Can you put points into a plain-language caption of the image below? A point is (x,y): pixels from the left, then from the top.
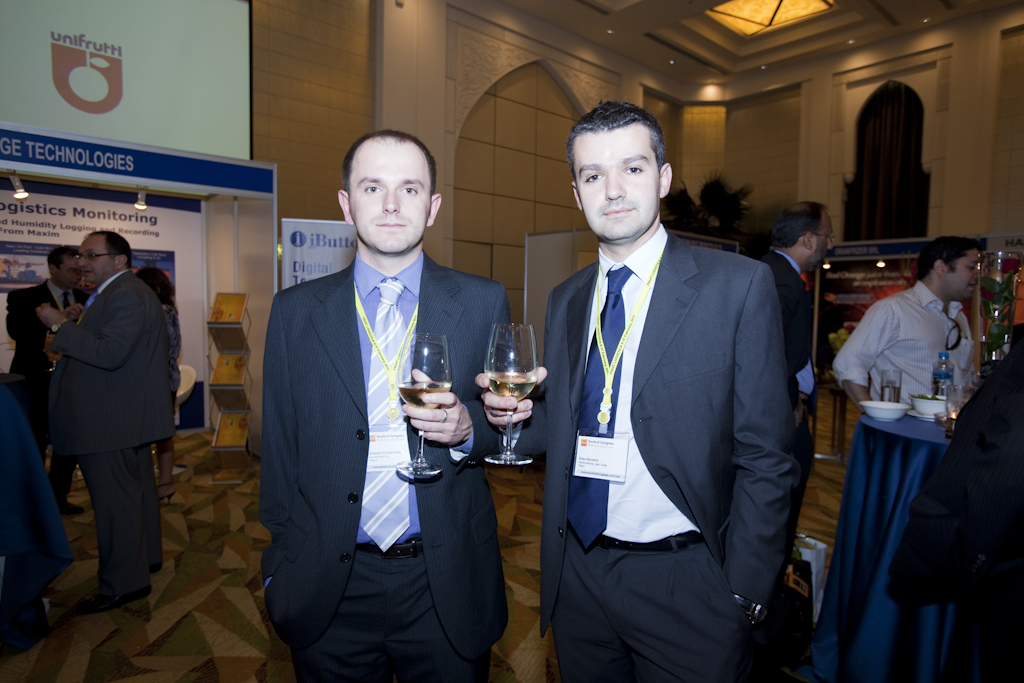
In this image we can see a group of people (931,372) standing on the floor (212,469). Two men (461,456) are holding glasses (506,444) in their hands (461,442). On the left side of the image (311,256) we can see a chair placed on the ground (199,437), we can also see banners (180,263) with some text (142,221) and a screen (151,39) on the wall (246,270). On the right side of the image (931,401) we can see cups (946,407), bottle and some flowers (1006,299) in a container (1008,334) placed on the table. In the background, we can see plants (712,214) and some lights (850,39) on the roof (793,37).
